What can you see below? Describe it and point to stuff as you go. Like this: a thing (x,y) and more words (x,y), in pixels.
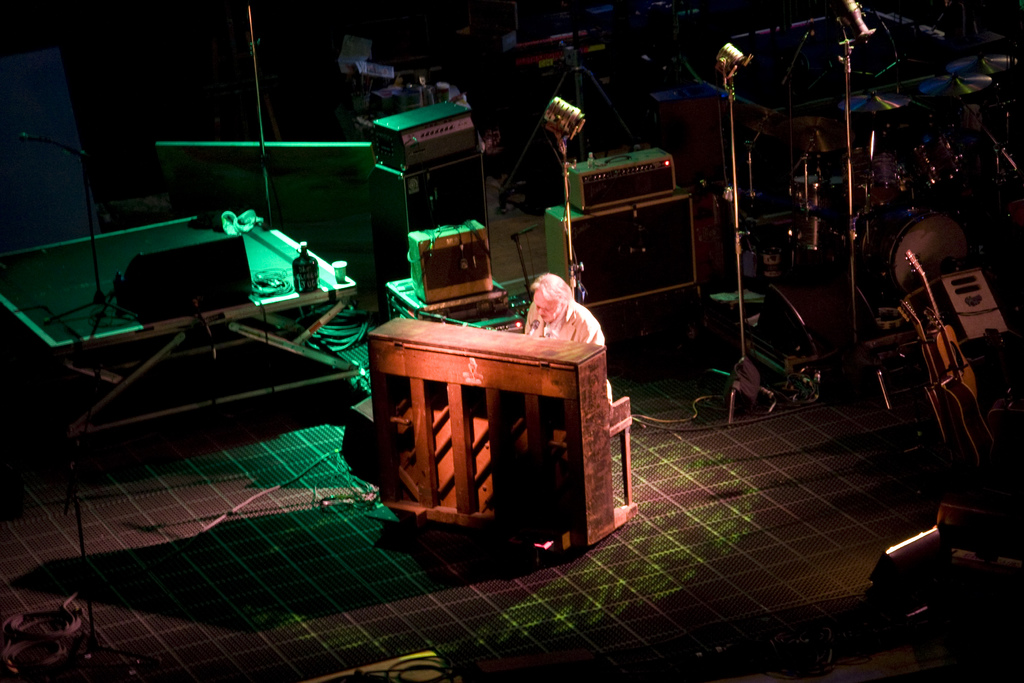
In this image I can see a person (559,310) and wooden box (491,374). Back I can see few speaker (671,242), stands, musical instruments (951,334), wires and few objects (310,261) on the floor (756,471). The image is dark.
